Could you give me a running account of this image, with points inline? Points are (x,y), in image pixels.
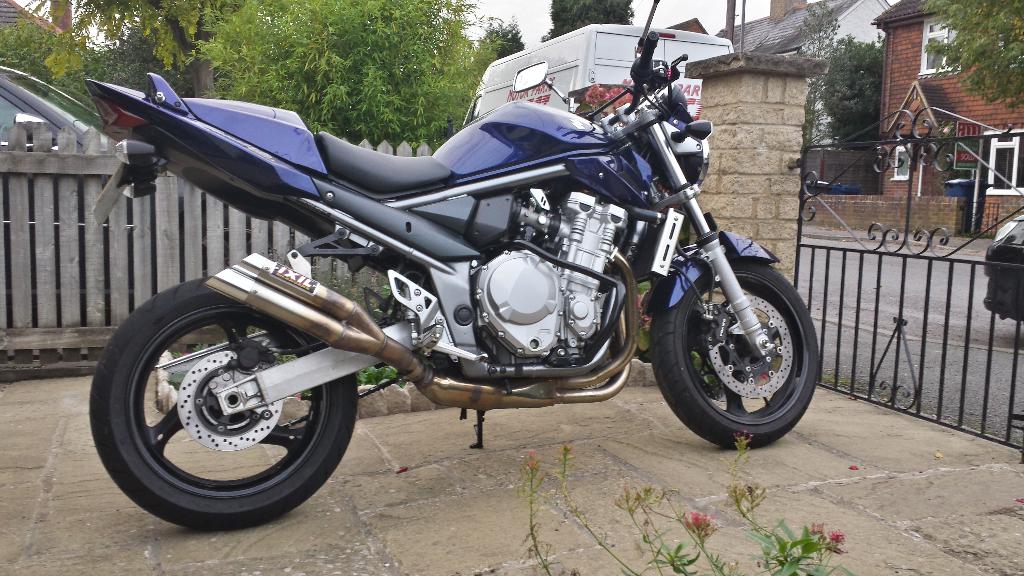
In this picture there is motorbike (519,348) in the foreground (384,219). At the back (474,106) there are vehicles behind the railing (16,228) and there are trees (411,30) and buildings (698,30). On the right side of the image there is a gate (990,348). At top (518,19) there is sky (508,8). In the foreground (696,553) there are flowers (647,505) on the plant (654,549).
